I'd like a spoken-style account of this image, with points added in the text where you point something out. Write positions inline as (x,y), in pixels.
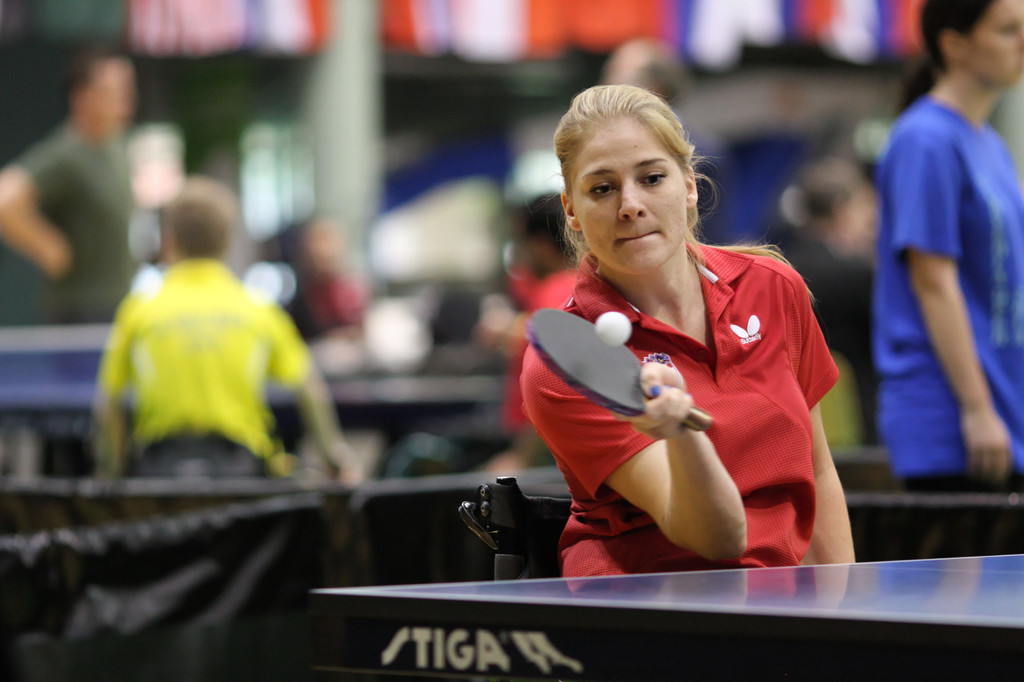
In this image i can see a woman (758,375) playing table tennis at the background (880,198) few other persons (868,200) standing and a pole (351,154).
